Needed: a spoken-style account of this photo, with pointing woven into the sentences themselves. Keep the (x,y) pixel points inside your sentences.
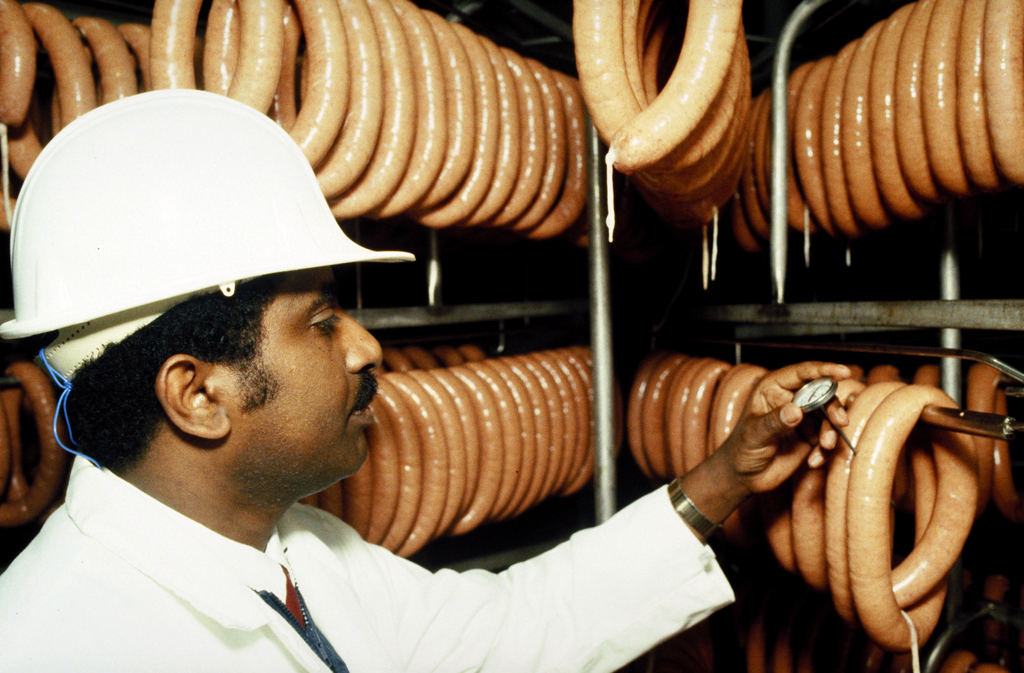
In this image we can see there is a man (80,409) standing, he is wearing a helmet (97,214), there are hot dogs (605,114) hanged to the metal rod (965,316).
